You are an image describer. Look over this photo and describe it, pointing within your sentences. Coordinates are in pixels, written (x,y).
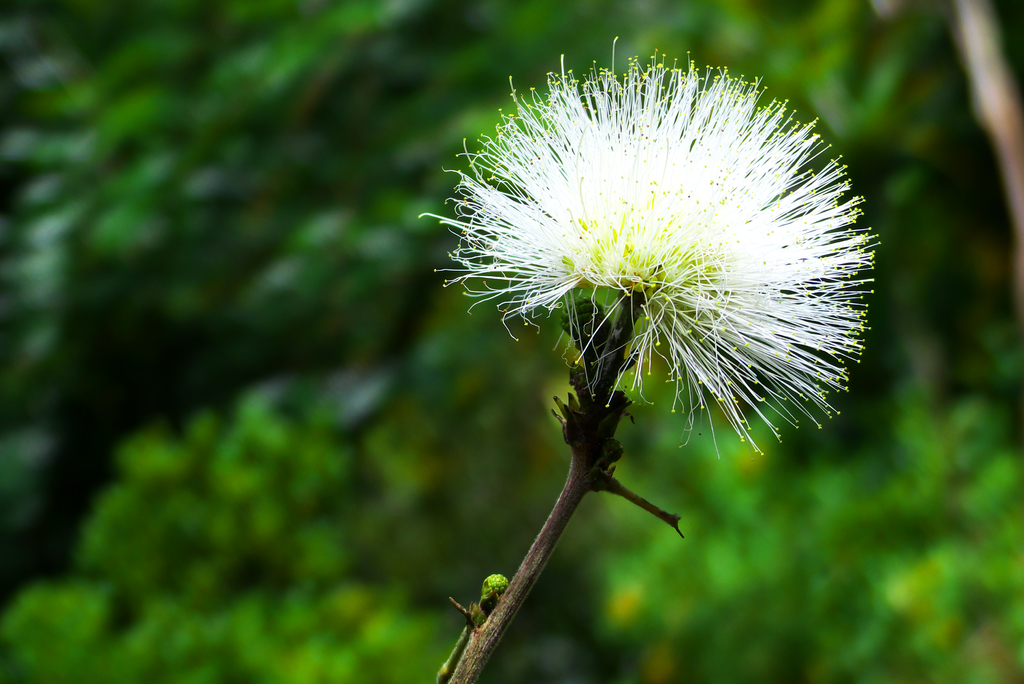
In this image I can see a flower (704,225) which is white and green in color to a plant (545,551). I can see the green and black colored blurry background (278,10).
